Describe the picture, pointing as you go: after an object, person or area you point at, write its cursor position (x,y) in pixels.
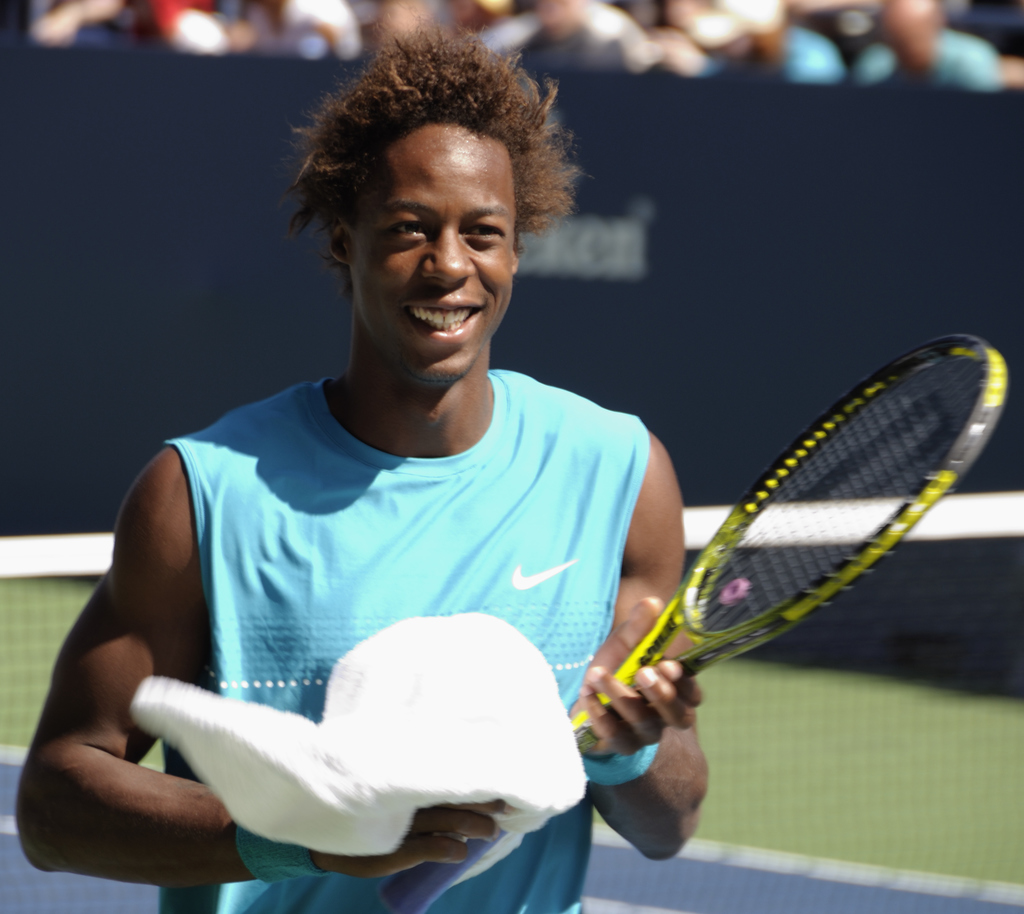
In this picture there is a boy (622,826) in the center of the image (523,402), by holding a towel (335,807) and a tennis bat (700,593) in his hands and there are people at the top side of the image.
